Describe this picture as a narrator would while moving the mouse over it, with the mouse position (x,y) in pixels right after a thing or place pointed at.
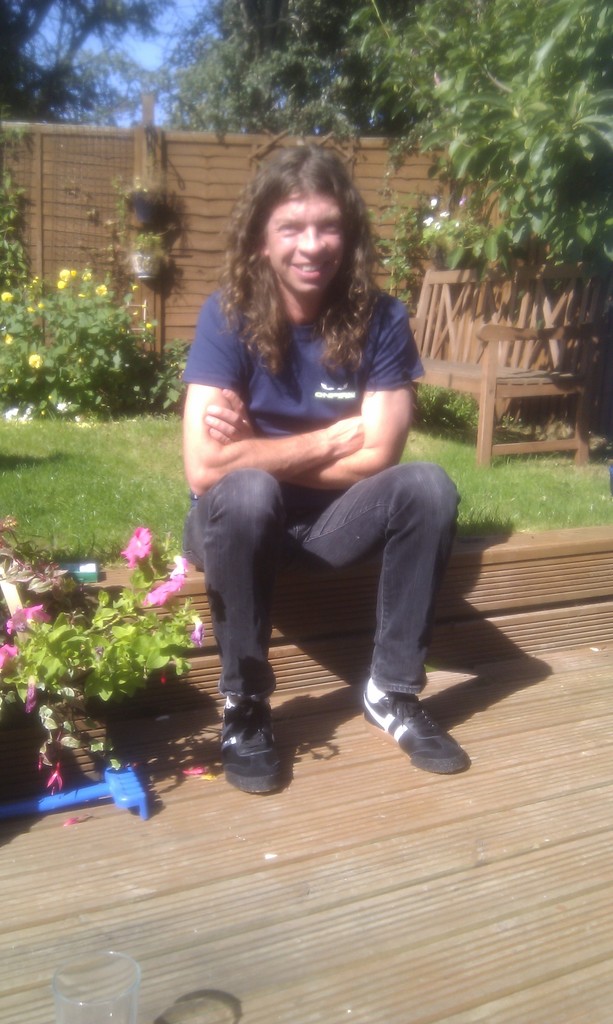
In the center of the image (341,539) we can see a person (368,429) sitting. On the right (485,415) there is a bench (564,295). In the background (169,290) we can see a fence (146,174) and there are trees (347,96). At the bottom (17,688) there are plants (114,618) and we can see flowers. There is grass (135,514) and we can see the sky (112,82).
